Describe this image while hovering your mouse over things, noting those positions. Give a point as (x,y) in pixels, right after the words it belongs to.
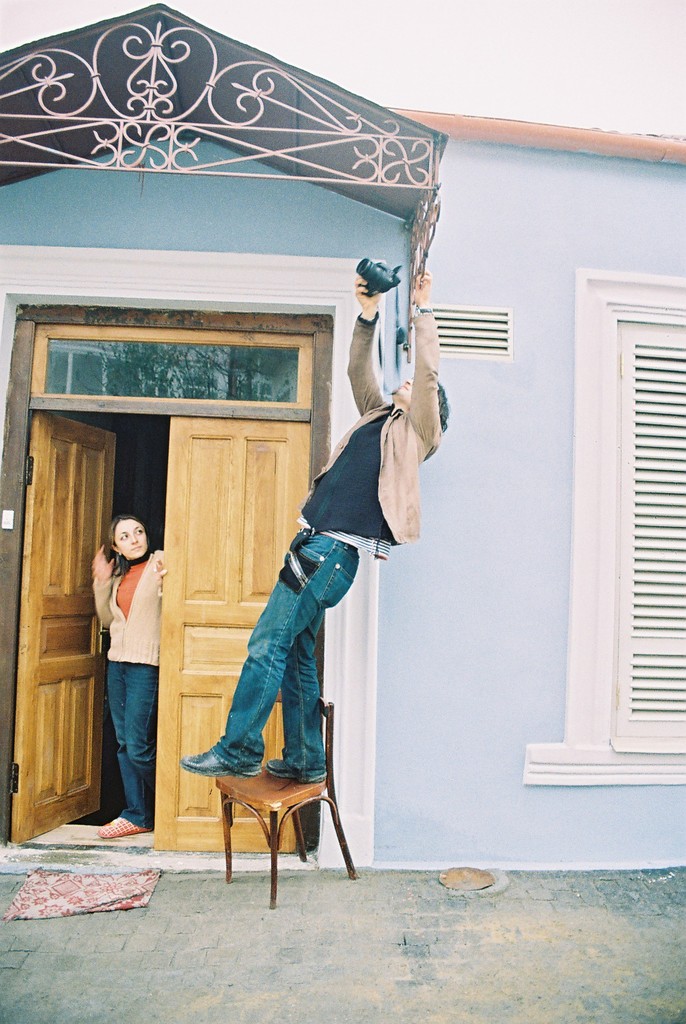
In this image there is one person (317,555) who stood on a chair (287,790) and beside that person (308,626) there is one woman (124,715) who is standing near the door (164,674). On the right side (596,460) there is one window (634,433) and wall (572,250) is there. On the left side (205,513) there is one door (69,502) on the top (345,135) there is a roof (356,122) and on the floor (278,923) there is one doormat (140,881).
